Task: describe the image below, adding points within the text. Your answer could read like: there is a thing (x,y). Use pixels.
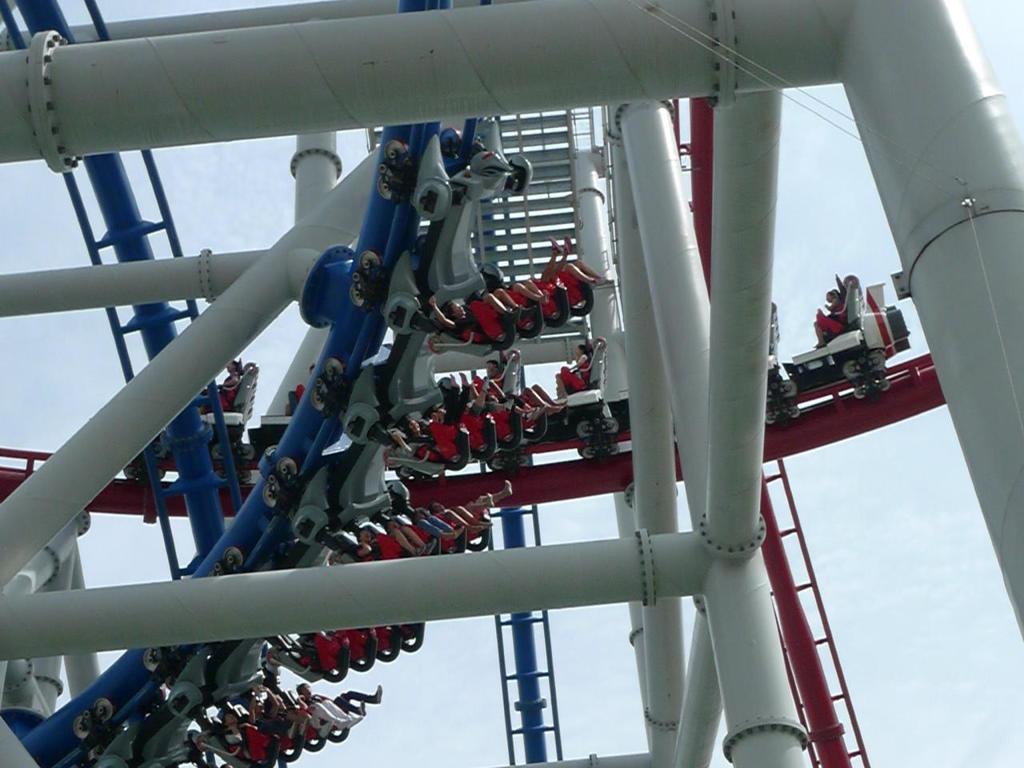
In this picture we can see some people (488,396) are riding the roller coaster (362,496). Behind the people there are poles (674,263) and the sky (964,624).
